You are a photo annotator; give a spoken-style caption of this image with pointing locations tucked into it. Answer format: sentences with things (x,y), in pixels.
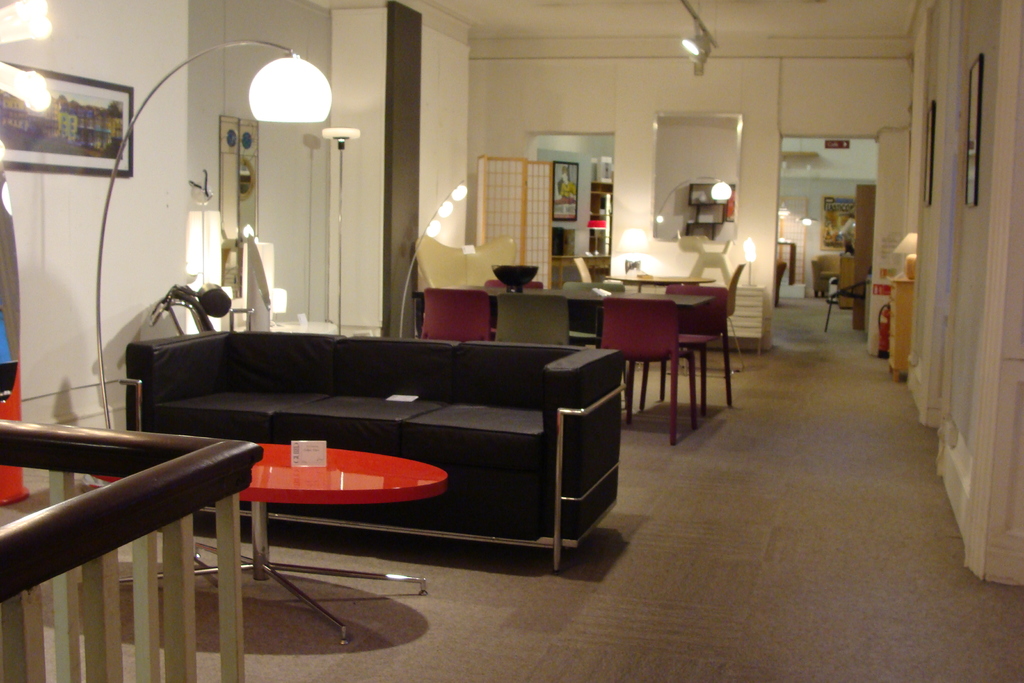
Here we can see a table (353,459) and sofa (444,360), and at back (538,268) here is the dining table (525,291) and bowl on it, and here is the wall (953,287) and photo frame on it, and here is the light (693,50) and here is the door (795,178).
